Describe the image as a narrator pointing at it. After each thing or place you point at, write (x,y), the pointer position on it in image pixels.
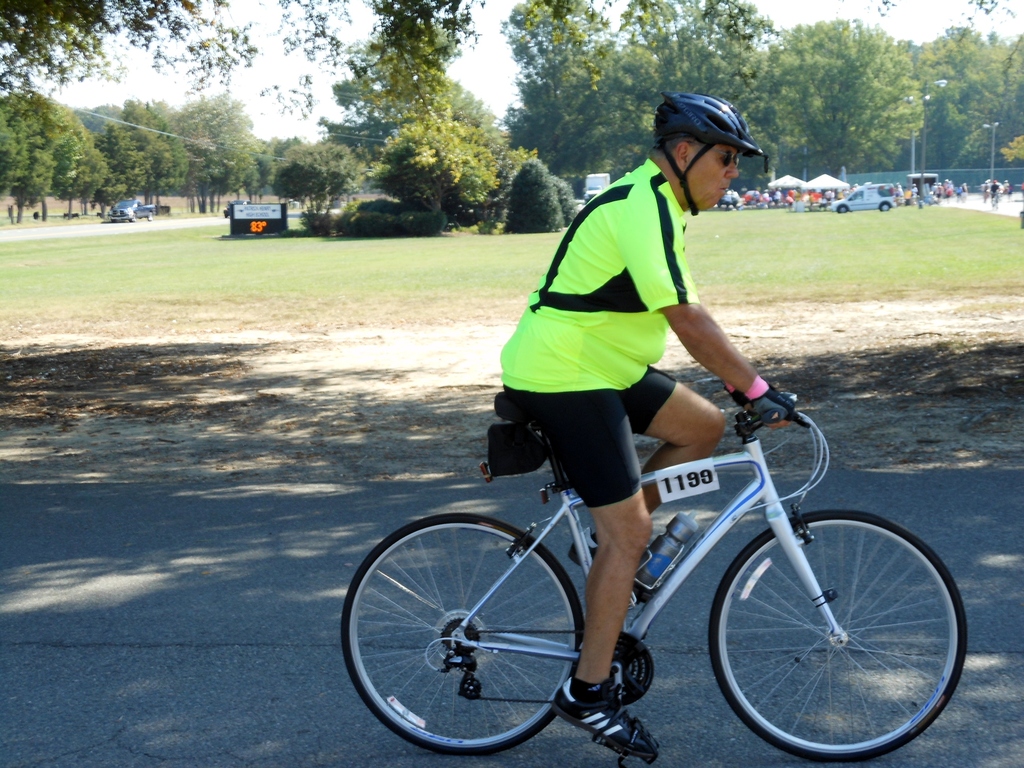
In this image I can see the road (199,611). I can see a person (587,381) sitting on the bicycle (670,587). I can see the grass (740,293) and a board (269,224) with some text (263,223) written on it. In the background (132,205), I can see the vehicles (849,207) and the trees (351,120).
